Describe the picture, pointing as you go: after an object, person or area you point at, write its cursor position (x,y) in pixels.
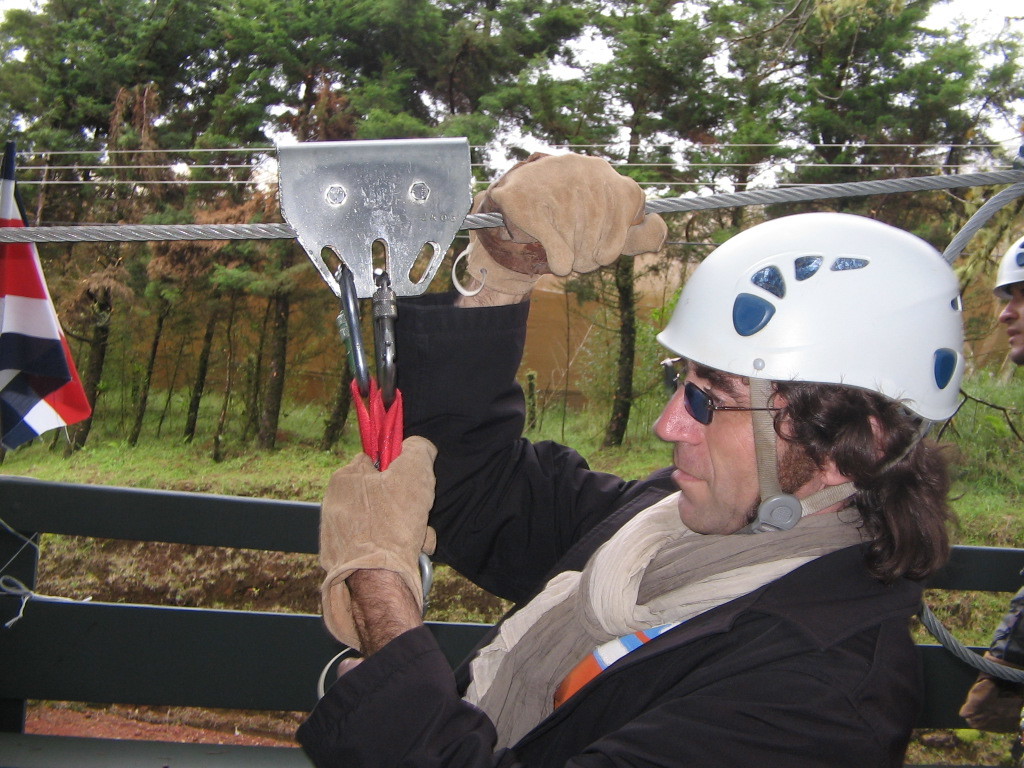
In the center of the image (486,379) there is a person (625,553) wearing a black color jacket (619,510) and white color helmet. He is holding a rope (726,207). In the background of the image (666,171) there are trees (110,193). There is grass (221,465). To the left side of the image (42,352) there is flag (73,367).
